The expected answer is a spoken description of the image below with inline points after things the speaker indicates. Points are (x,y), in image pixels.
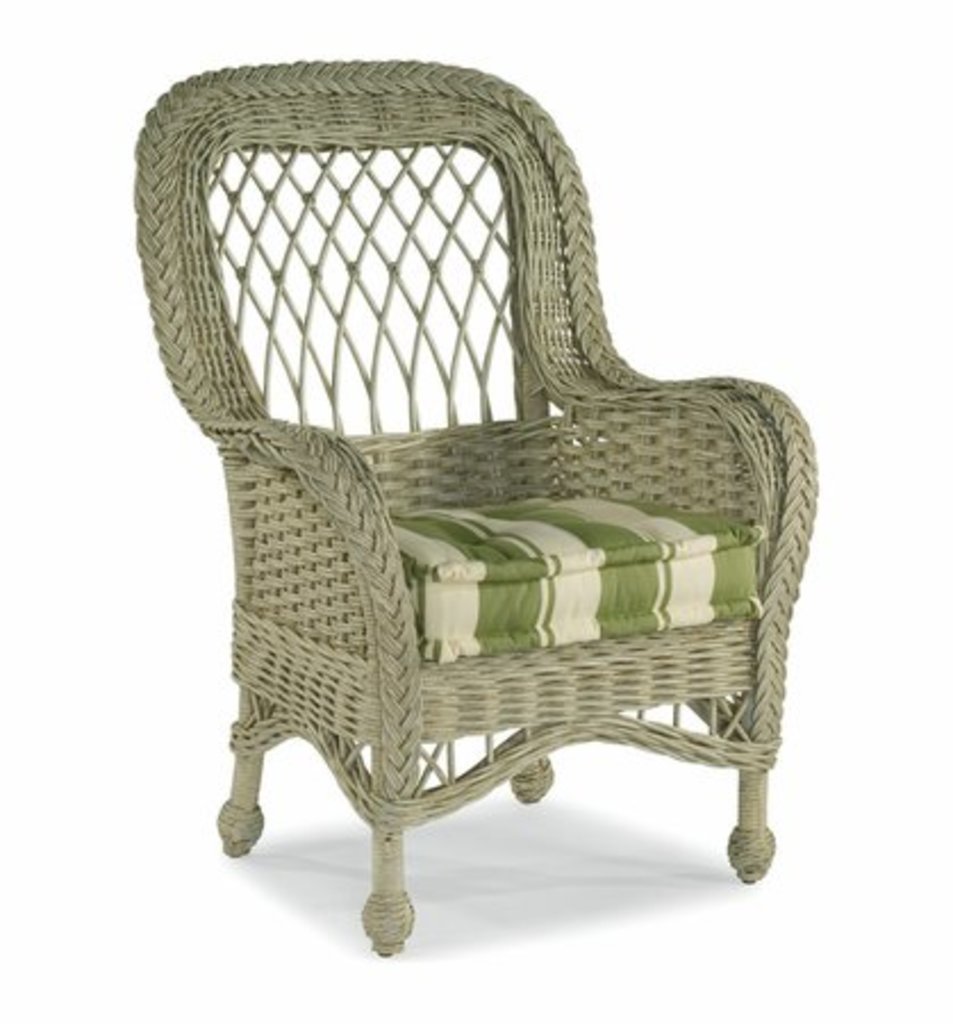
In this picture there is a chair (454,714), in the chair (466,712) there is a cushion (518,560). The picture has white surface (111,600).
